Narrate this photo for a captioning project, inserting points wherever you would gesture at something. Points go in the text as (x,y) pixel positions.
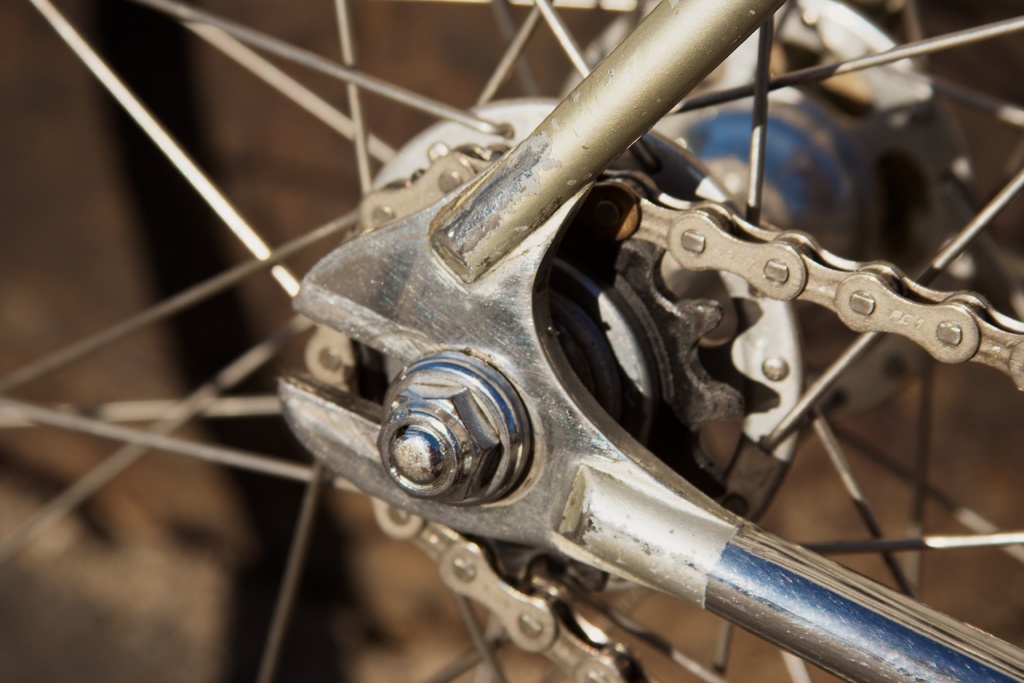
In this image, we can see the chain (738,255) of a bicycle (551,519).
